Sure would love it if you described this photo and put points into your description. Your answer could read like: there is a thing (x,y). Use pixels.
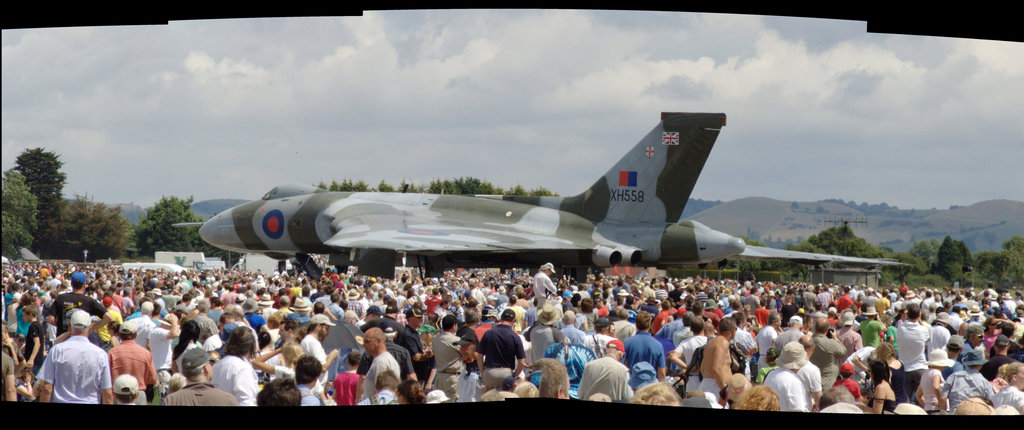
In this image in the center (448,225) there is an airplane (517,234) at the bottom (190,348) there are a group of people (532,355), and in the background (967,247) there are mountains (984,234), trees (856,250), building (847,269), poles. At the top (283,110) there is sky (445,122).
